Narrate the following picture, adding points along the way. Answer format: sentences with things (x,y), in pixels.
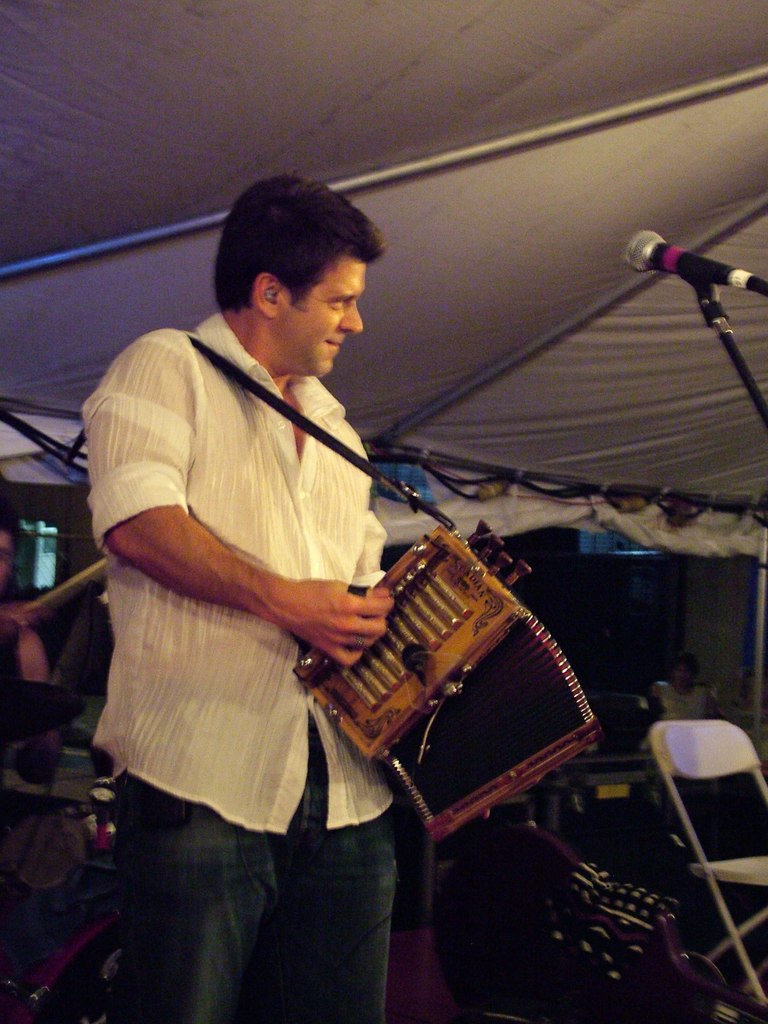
In this image we can see a person (290,740) standing under a tent (730,448) holding a musical instrument (436,698). On the right side (690,774) we can see a mic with a stand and a chair (744,733).
